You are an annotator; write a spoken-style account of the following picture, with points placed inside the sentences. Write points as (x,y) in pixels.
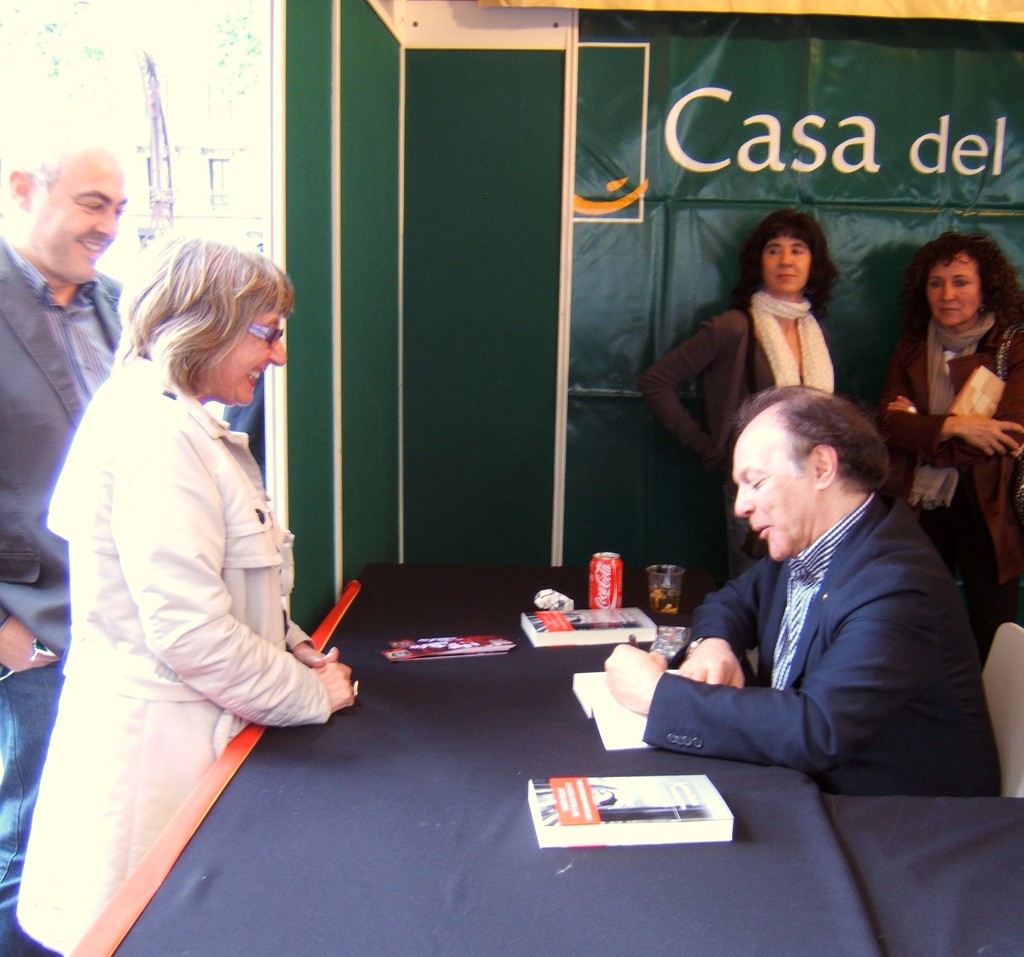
Here we can see a man (856,594) sitting on a chair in front of a table (596,662) and writing something on book (597,693). On the table (456,763) we can see books (605,788), tin (607,599), glass (664,605). Near to it there is one woman (122,499) standing and holding a smile on her face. Here we can see two women (825,304) standing. Aside to this woman (185,386) there is one man (126,200) standing and smiling. On the background (801,197) we can see a green colour cover sheet (692,153). This is a building (169,140).
